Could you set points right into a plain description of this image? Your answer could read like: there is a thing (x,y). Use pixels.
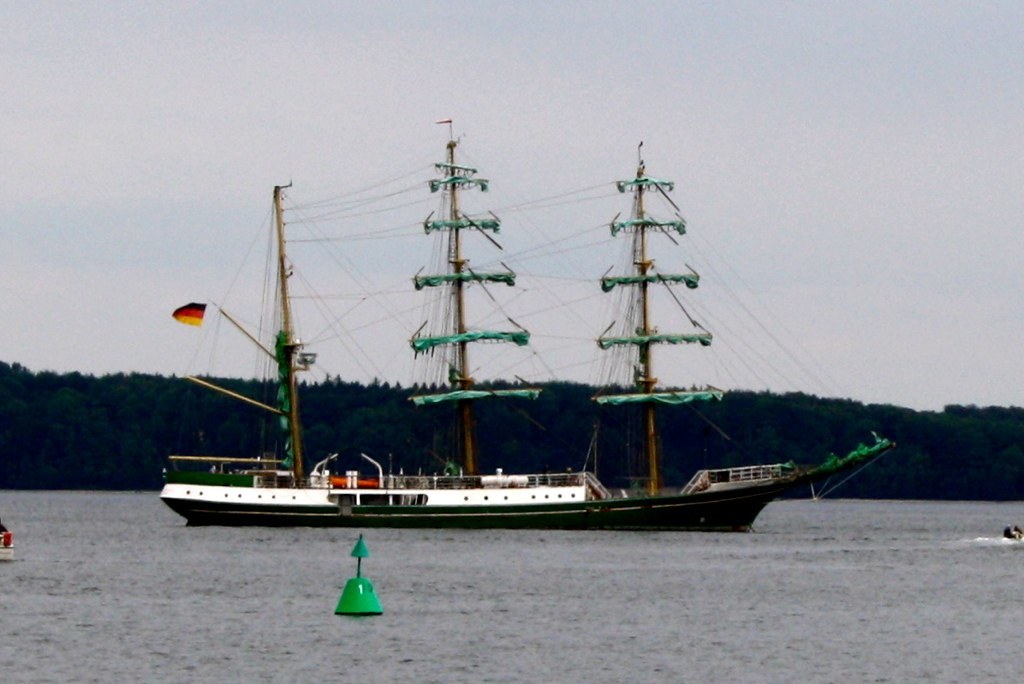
In this picture we can see water (392,651) at the bottom (381,635), there is a ship (517,520) in the middle (615,419), on the right side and left side there are two boats (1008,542), we can see trees (149,432) in the background (106,441), there is the sky (616,39) at the top of the picture (583,23).
